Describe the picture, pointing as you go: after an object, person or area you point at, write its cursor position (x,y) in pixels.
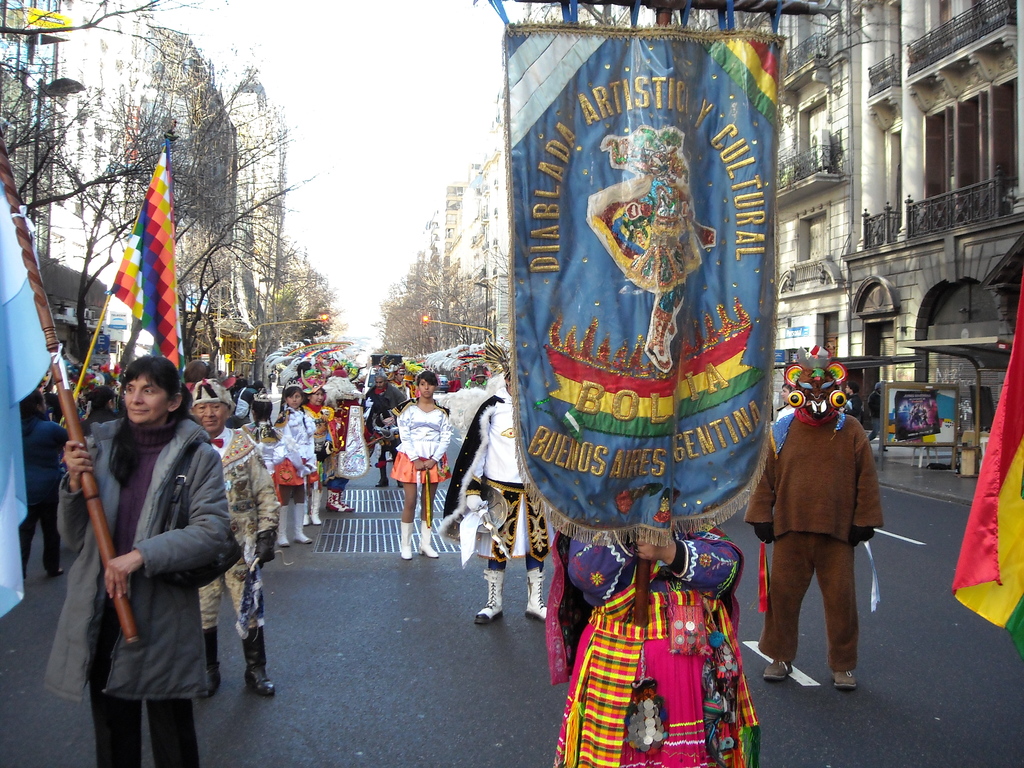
This image is clicked outside. There are some persons (491,573) in the middle (349,385). They are holding flags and some banners (583,326). There are buildings (257,298) on the left side (177,96) and right side (797,348). There are trees (195,156) in the middle (389,307). There is sky (369,4) at the top (221,23).
